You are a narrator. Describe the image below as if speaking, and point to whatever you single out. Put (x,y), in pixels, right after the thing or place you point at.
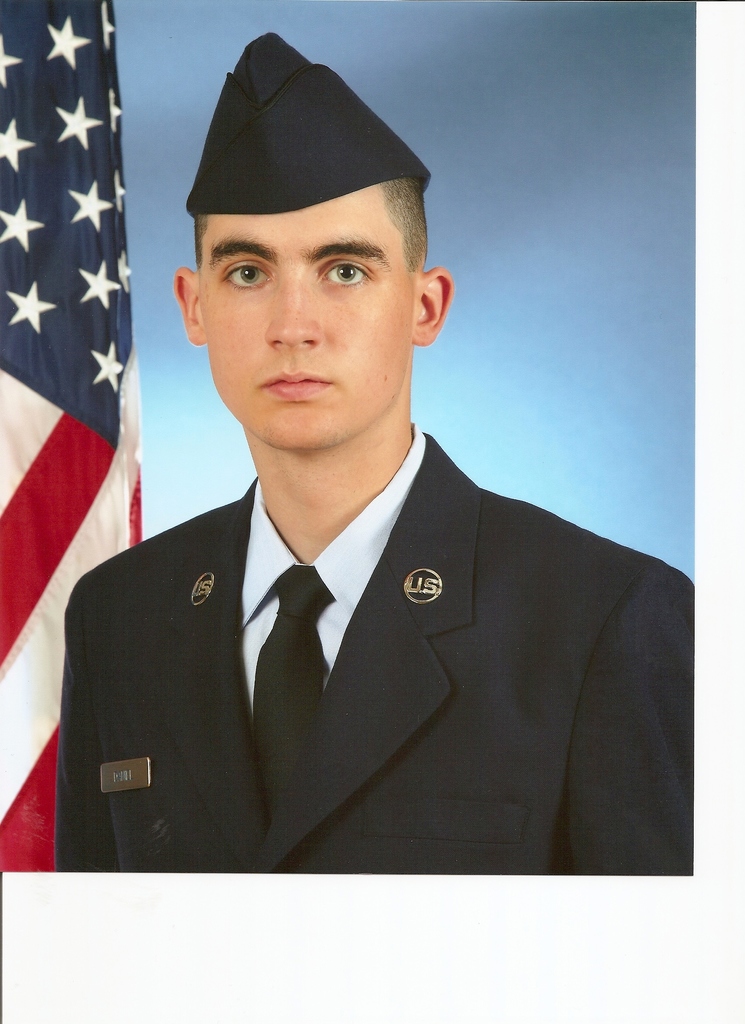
In the picture I can see a person (312,552) wearing black color suit (168,794), cap (299,131) and in the background (81,512) there is a flag (81,512).
